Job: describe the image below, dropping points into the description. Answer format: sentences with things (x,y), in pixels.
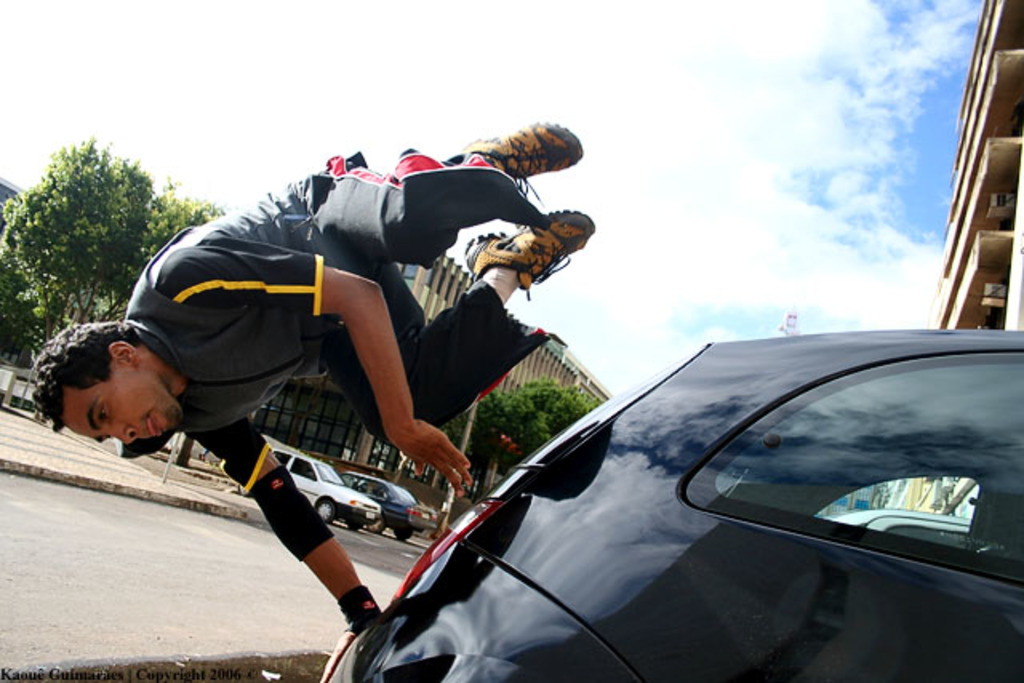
In this image I can see the person (165,328) in the air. To the right (848,635) I can see the vehicles (752,542) and the building (960,328). In the background (931,320) I can see few more vehicles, trees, buildings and the sky (696,279).
